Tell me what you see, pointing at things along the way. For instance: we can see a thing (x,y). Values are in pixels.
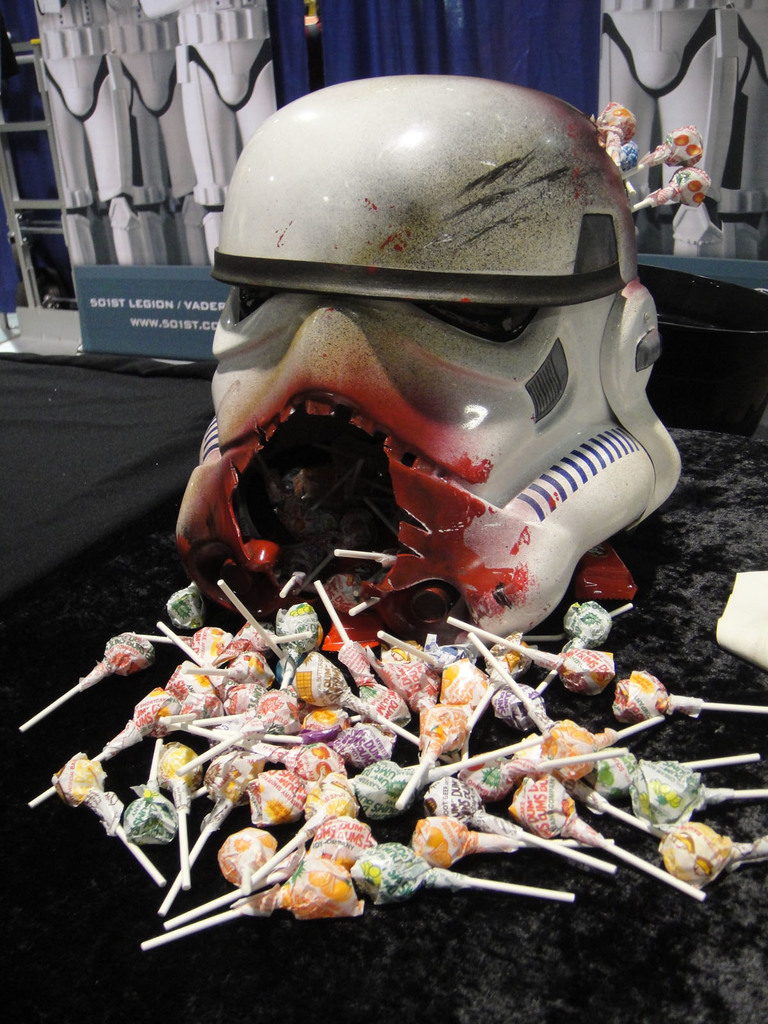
In the picture I can see lollipops (128,808), a sculpture (616,246), a board (199,24) and a few more objects (207,11) in the background (755,158).
